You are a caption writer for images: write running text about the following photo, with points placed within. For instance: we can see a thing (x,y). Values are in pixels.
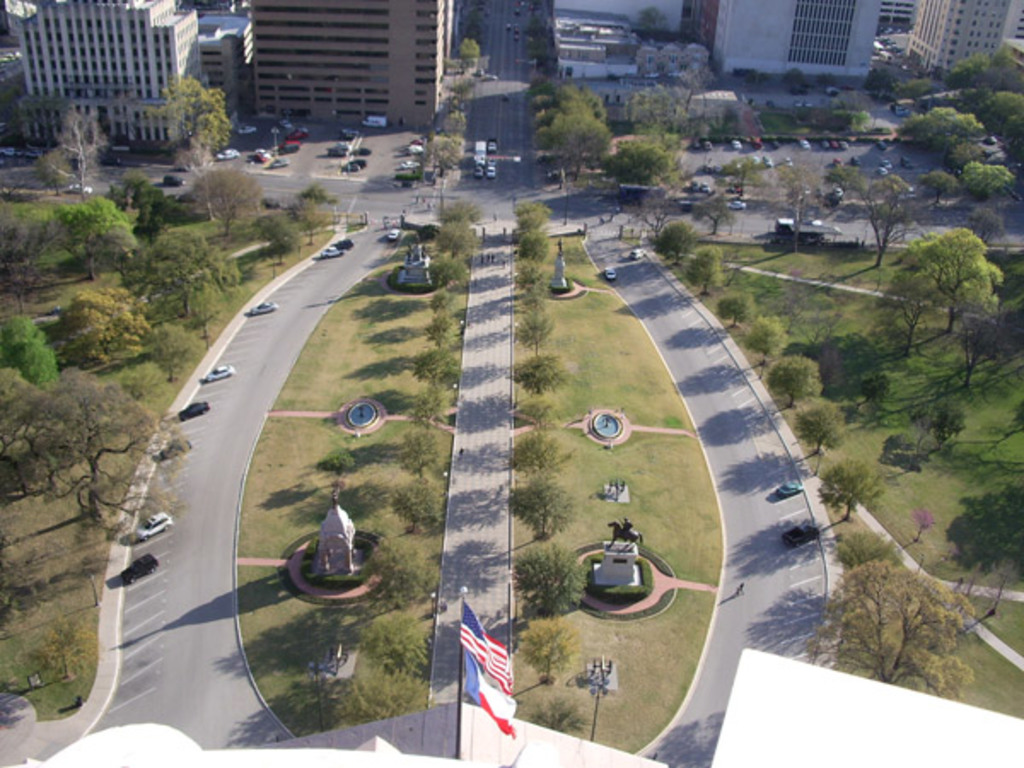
In this image I can see the road (476,500), a flag (476,658), few sculptures (342,550), few trees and few cars (347,247) on the road (344,266). In the background (320,209) I can see few buildings (304,66), few trees (957,70), few vehicles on the road (488,183) and the road (516,110).
